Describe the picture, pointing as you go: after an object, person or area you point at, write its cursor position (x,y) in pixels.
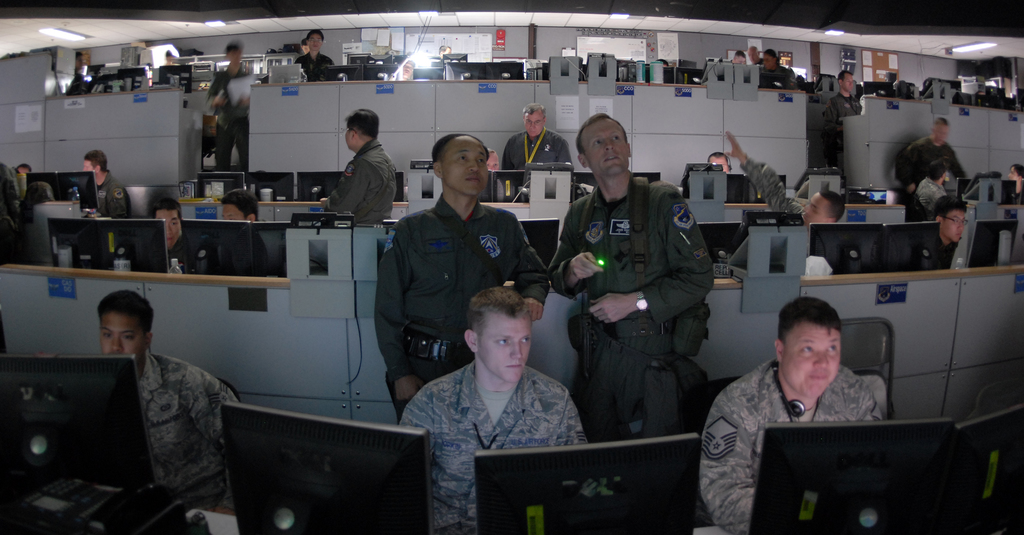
In the image there are men (174,373) sitting in front of table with computers (501,500) on it and few men (502,278) standing in the back (359,135), it seems to be in an office (122,139).
